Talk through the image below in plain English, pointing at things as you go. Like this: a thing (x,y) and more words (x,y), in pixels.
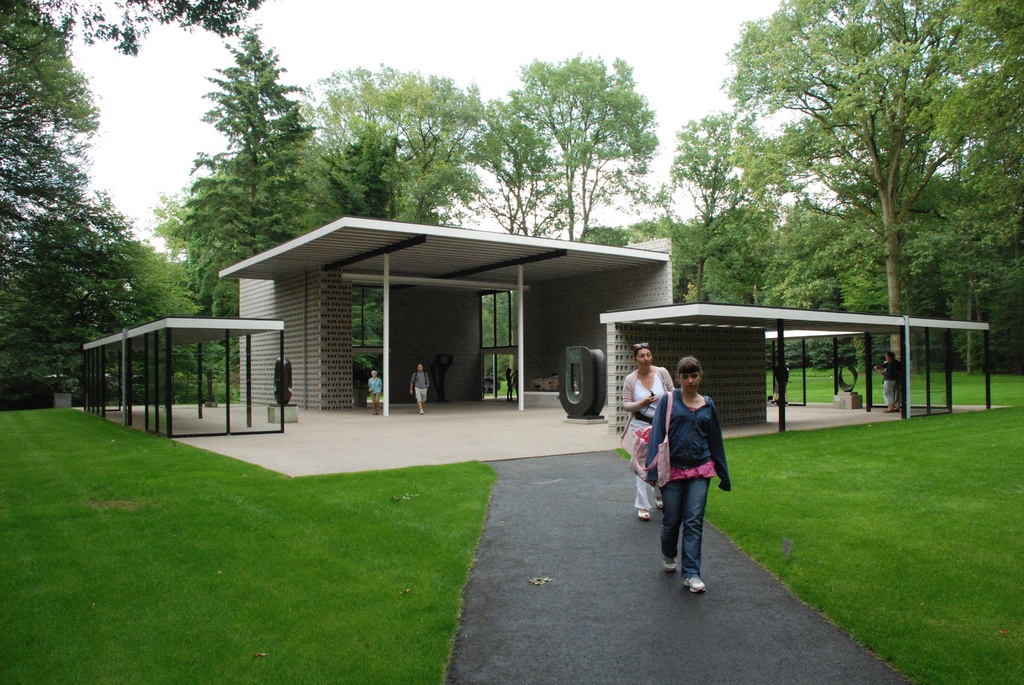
There is a construction (361,297) and from that people (420,405) are walking outside from the path (504,608) and on the either side of the path (503,657) there is a beautiful garden (872,464) and around the garden (891,439) there are some trees (836,211).
